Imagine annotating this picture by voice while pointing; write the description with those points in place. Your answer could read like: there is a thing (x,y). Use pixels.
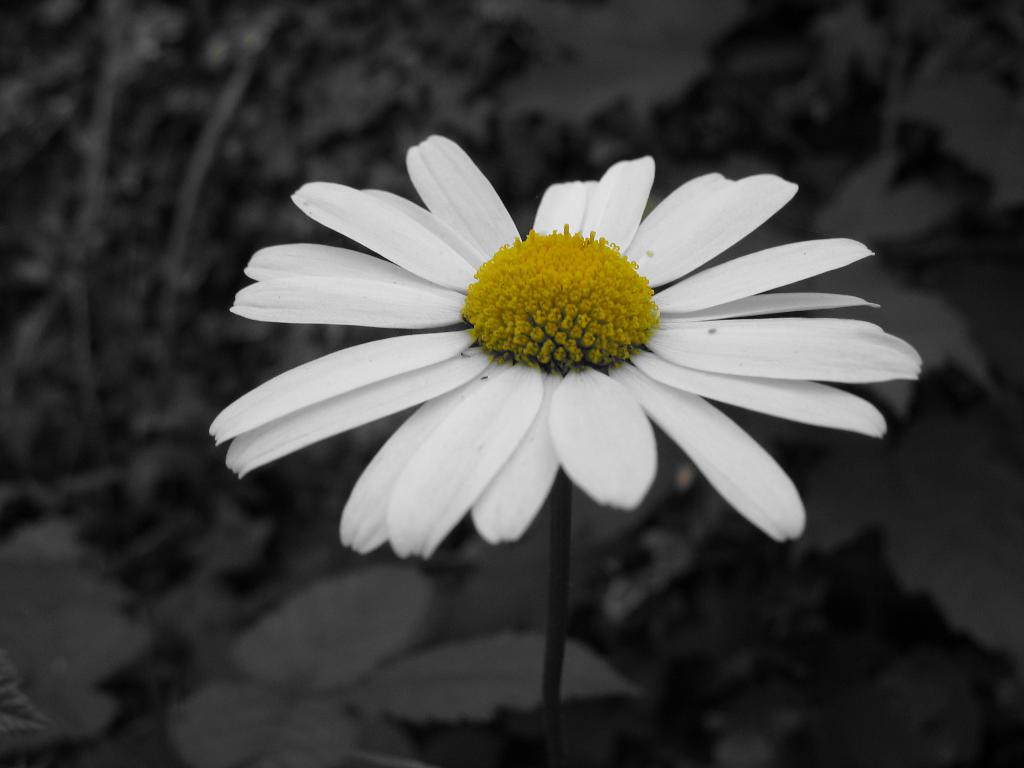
This is an edited image. In this image we can see a flower (516,369).
